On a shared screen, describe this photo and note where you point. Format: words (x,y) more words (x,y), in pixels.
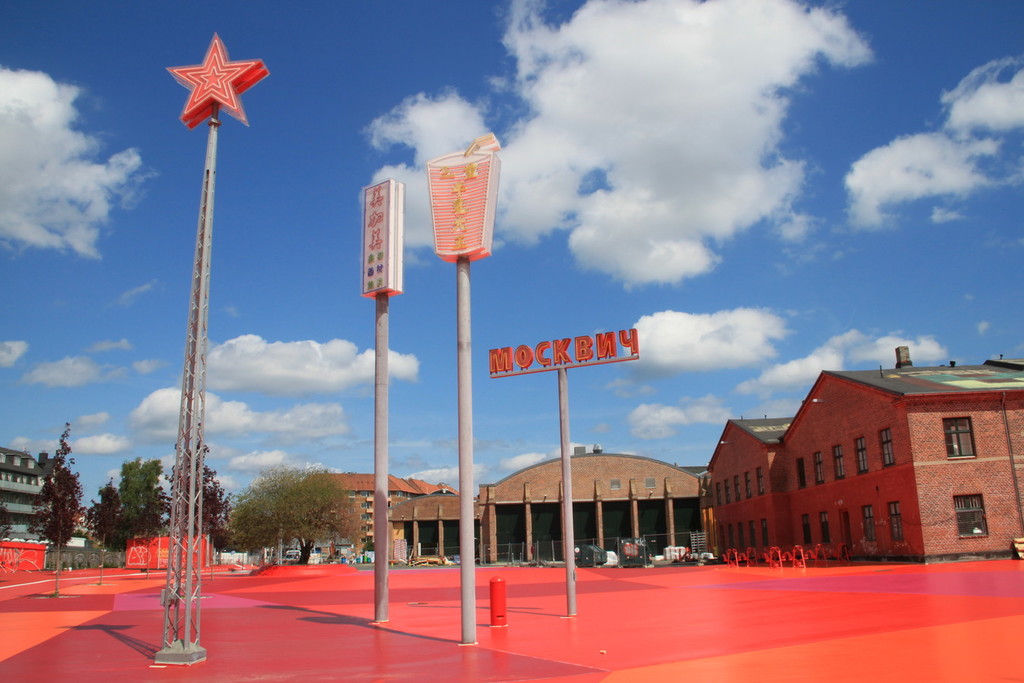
In this image there are poles (189,496) and boards (610,351). There are buildings (843,483) and trees (93,517). In the background (27,439) there is sky (623,123) and we can see some objects (625,554).
